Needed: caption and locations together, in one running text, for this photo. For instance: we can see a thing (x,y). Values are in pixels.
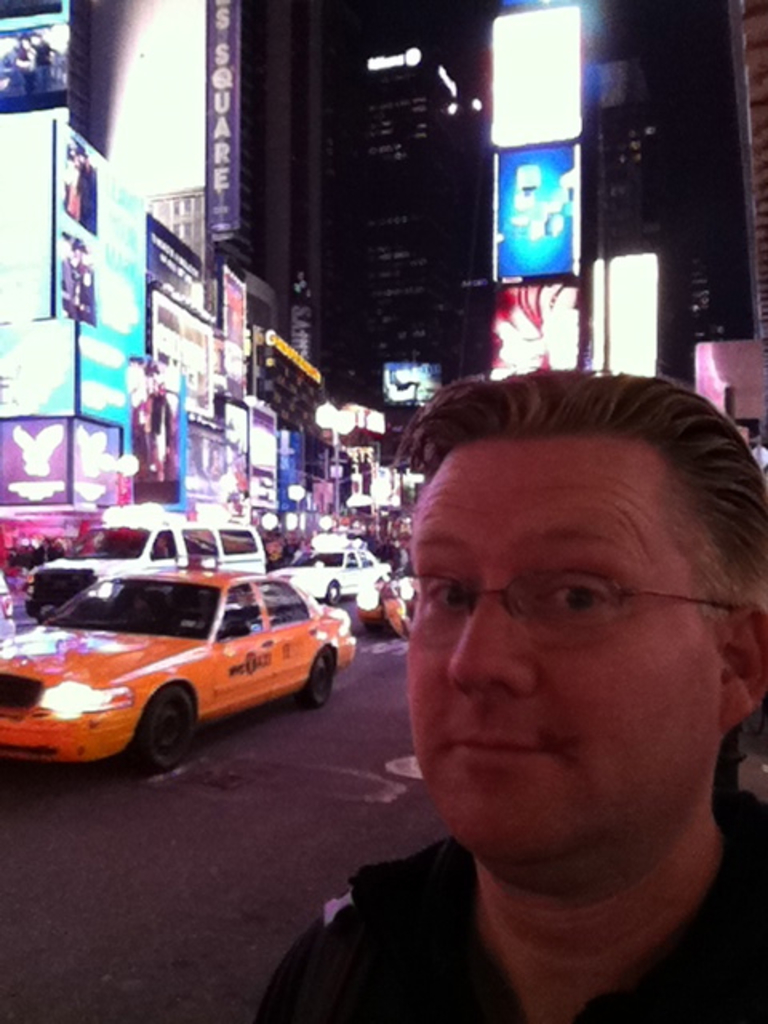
In this image there is a man (758,938) standing on the road (48,900) behind him there are some cars (38,747) and buildings (655,153).
